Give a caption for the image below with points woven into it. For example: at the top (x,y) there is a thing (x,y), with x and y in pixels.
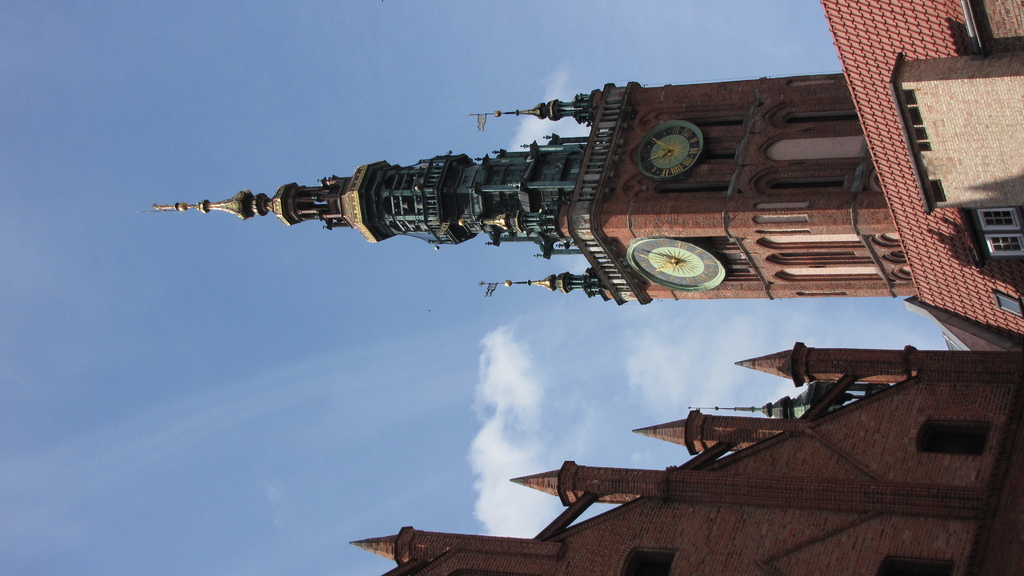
We can see buildings (709,470), windows (1010,214) and we can see clocks (683,147) in this building (702,170). In the background (565,355) we can see sky (548,365) with clouds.
